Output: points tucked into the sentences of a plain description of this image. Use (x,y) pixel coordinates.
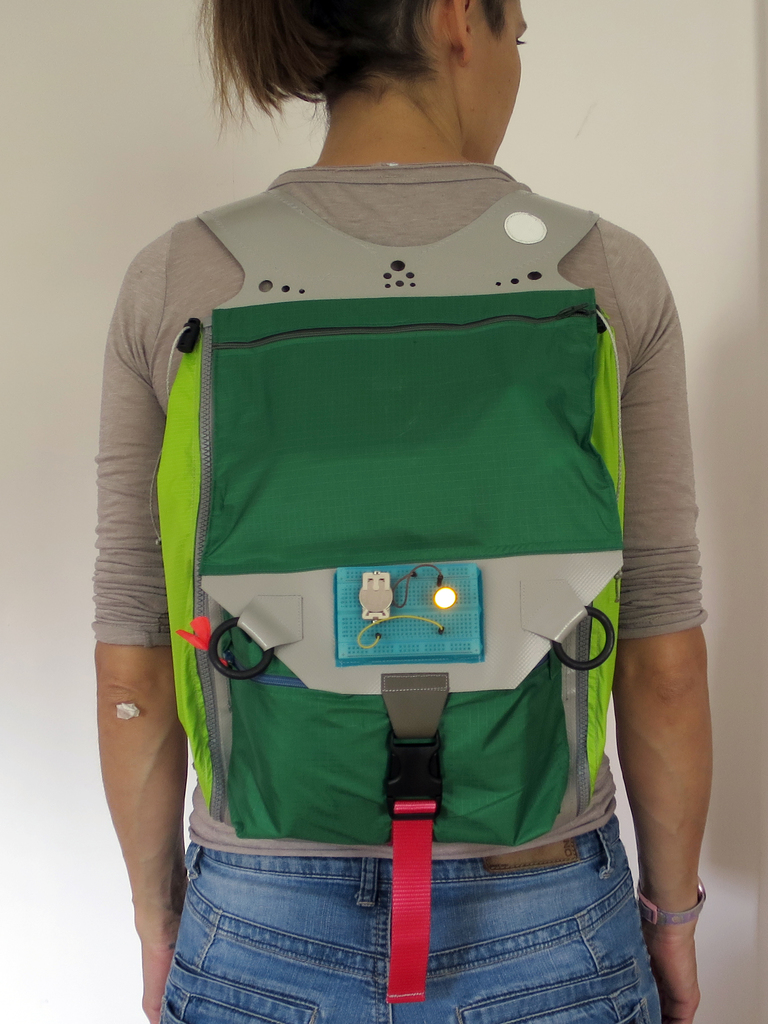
In this picture we can see a woman (136,427) wearing a backpack (347,424).
